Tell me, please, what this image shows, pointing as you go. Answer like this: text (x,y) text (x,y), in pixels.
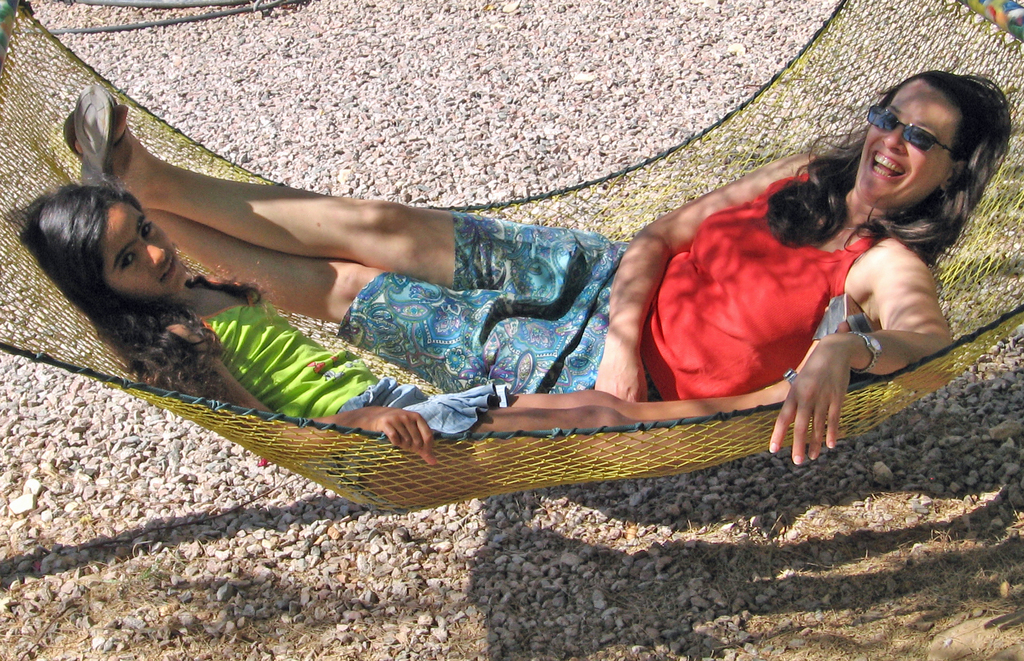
In this image we can see two persons (488,358) lying on the hammock (388,439) and posing for a photo and we can see some stones (246,96) on the ground (544,134).
